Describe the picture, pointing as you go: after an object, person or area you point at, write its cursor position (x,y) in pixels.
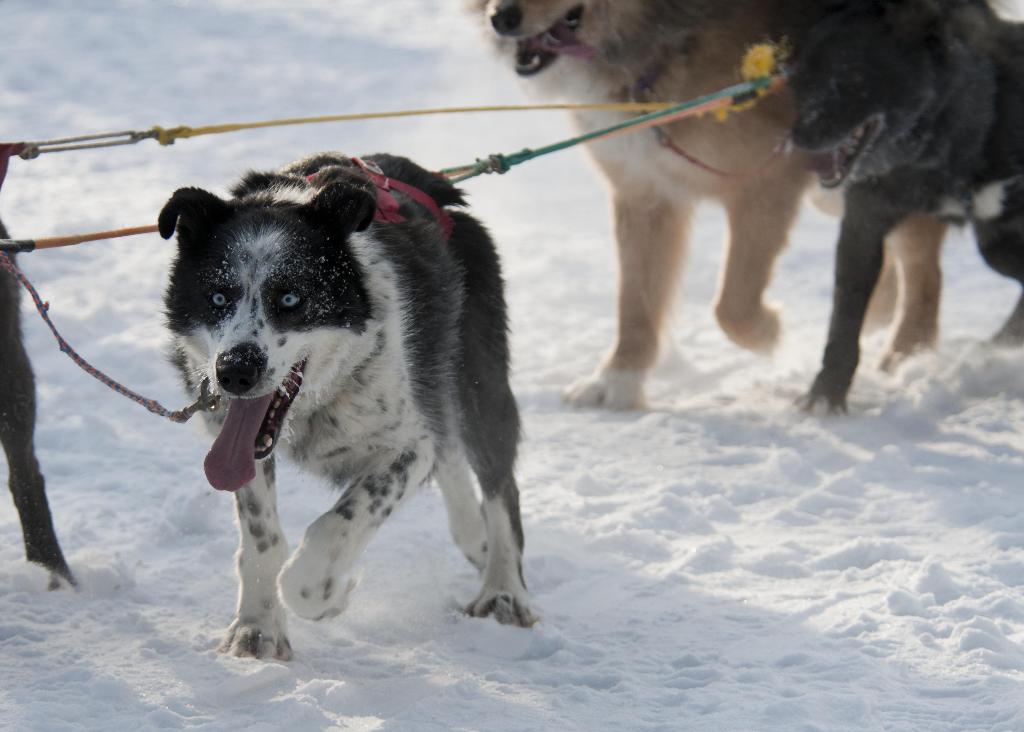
In this picture we can see dogs (988,58) tied with ropes (729,93). At the bottom portion of the picture (685,644) we can see the snow (636,642).
